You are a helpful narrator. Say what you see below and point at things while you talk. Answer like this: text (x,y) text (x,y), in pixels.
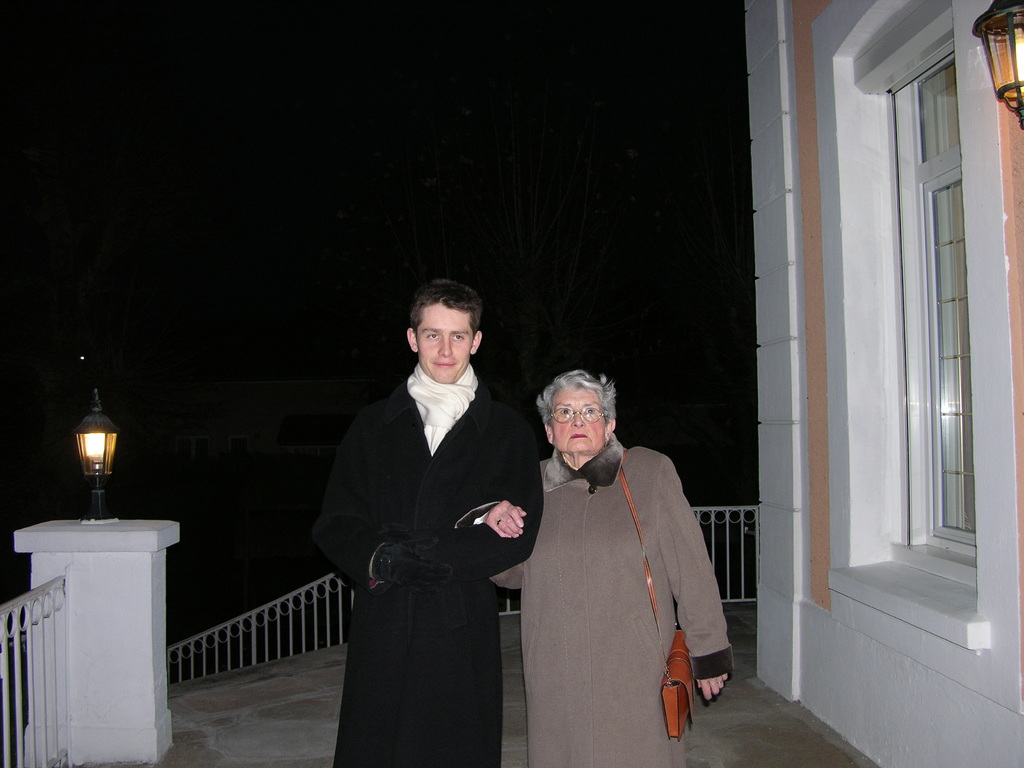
In this image we can see a man (477,492) and a woman (553,573) standing on the ground (517,740). We can also see the building (875,512) with a window (906,280), the railing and the street lamps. On the backside (597,357) we can see a building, tree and the sky (276,280).
